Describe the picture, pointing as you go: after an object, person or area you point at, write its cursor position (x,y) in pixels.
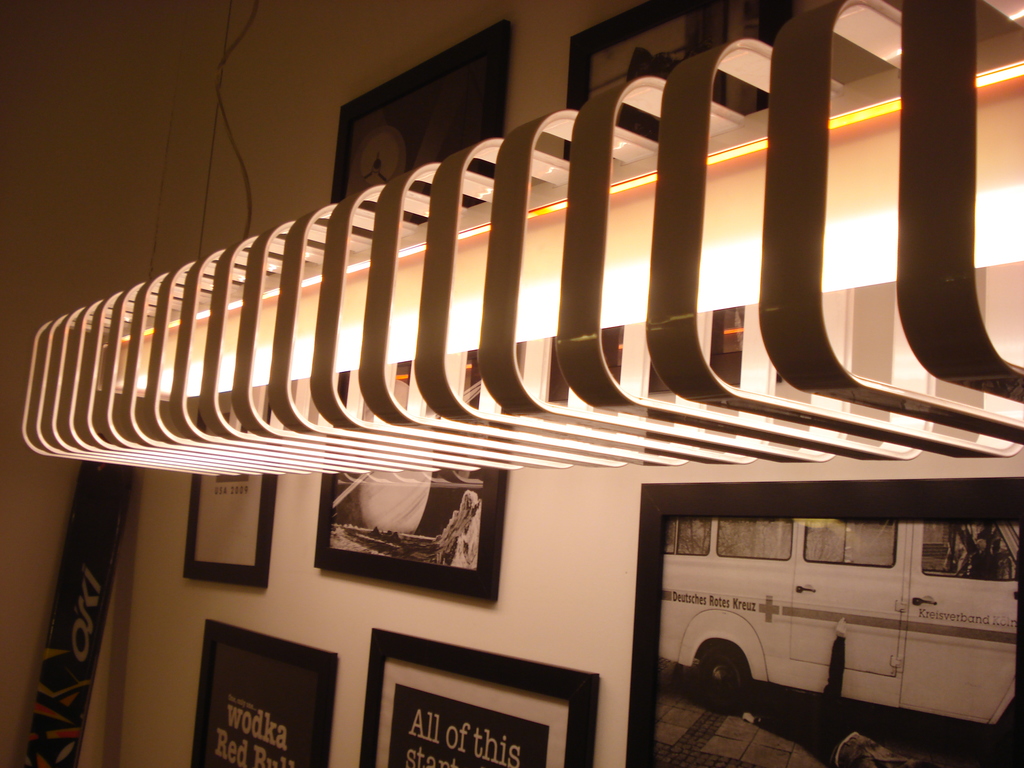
In this image there is a light (693,285) towards the right of the image (752,252), there is a wall (153,506), there are photo frames (422,567) on the wall (506,531), there is an object (74,614) towards the bottom of the image (75,588), there is text (249,728) on the photo frame (390,716), there is a vehicle (898,604) on the photo frame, there is a wire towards the top of the image (225,39).
